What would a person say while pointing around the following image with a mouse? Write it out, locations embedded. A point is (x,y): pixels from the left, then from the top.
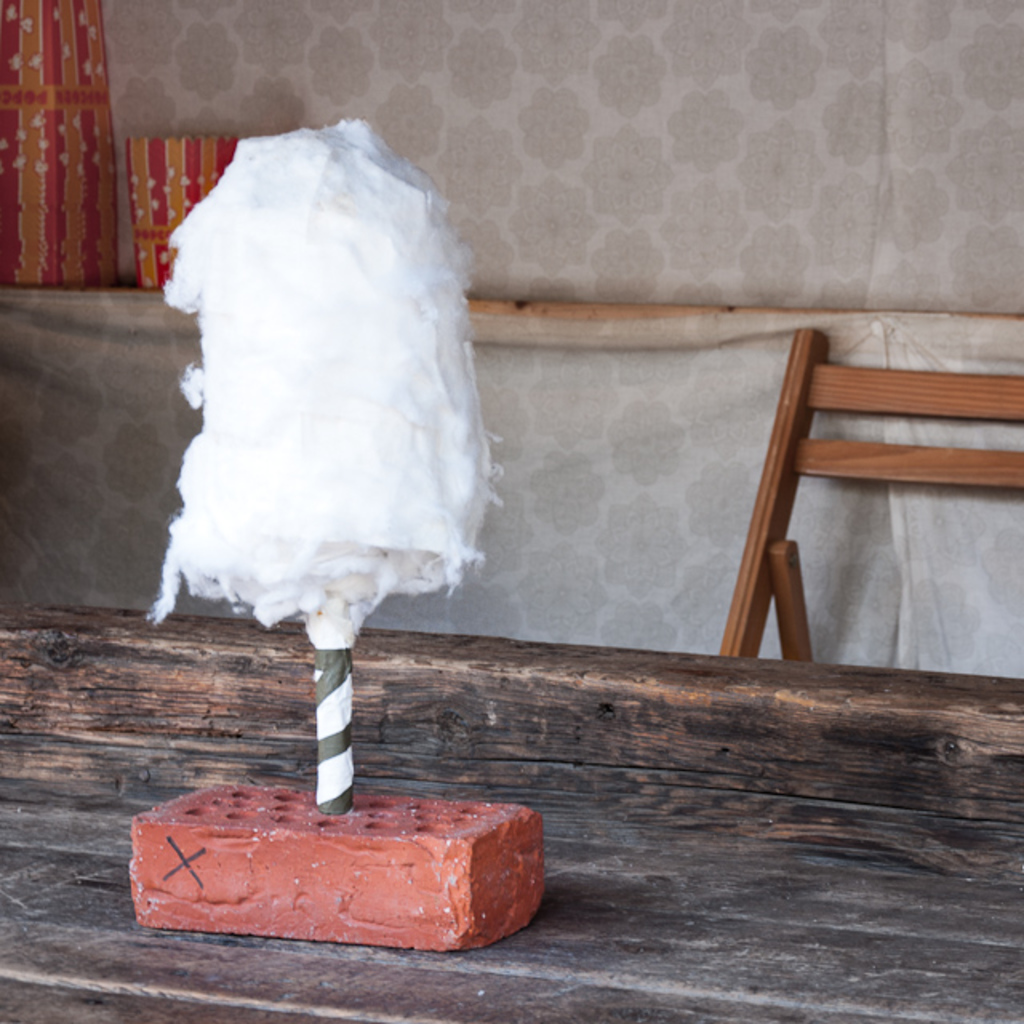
In this image, we can see a pole (338,712) with cotton (315,535) is inserted in the brick (363,872) and in the background (443,129), there is chair (853,450) and we can see a wall (744,296). At the bottom (636,855), there is table (584,872).
